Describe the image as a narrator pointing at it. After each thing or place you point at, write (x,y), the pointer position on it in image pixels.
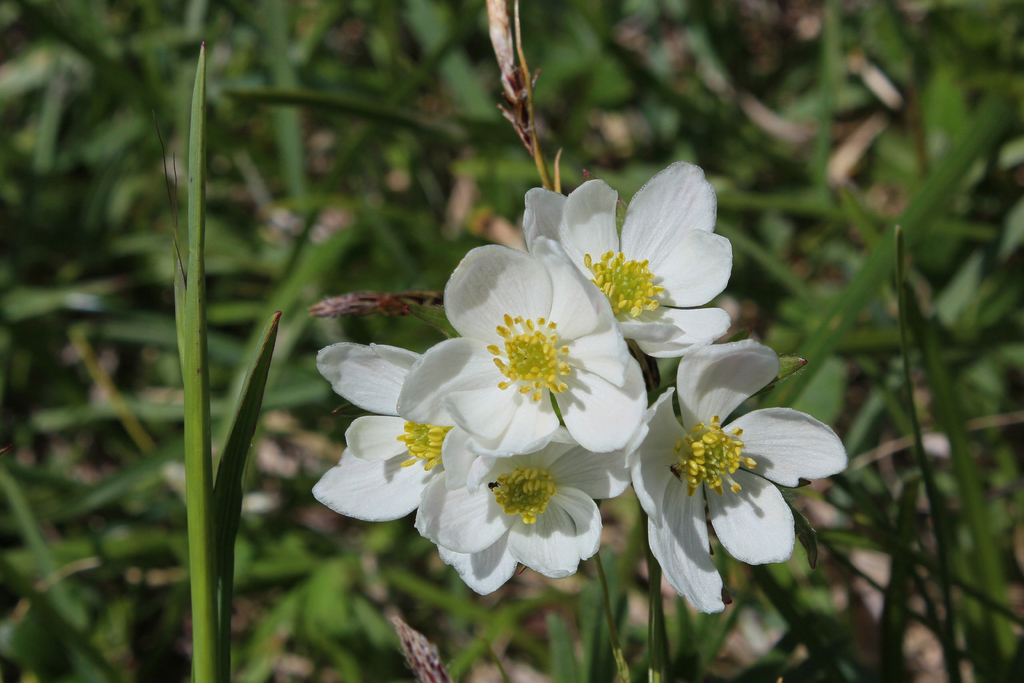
As we can see in the image there are plants (883,33) and white color flowers (472,451).
